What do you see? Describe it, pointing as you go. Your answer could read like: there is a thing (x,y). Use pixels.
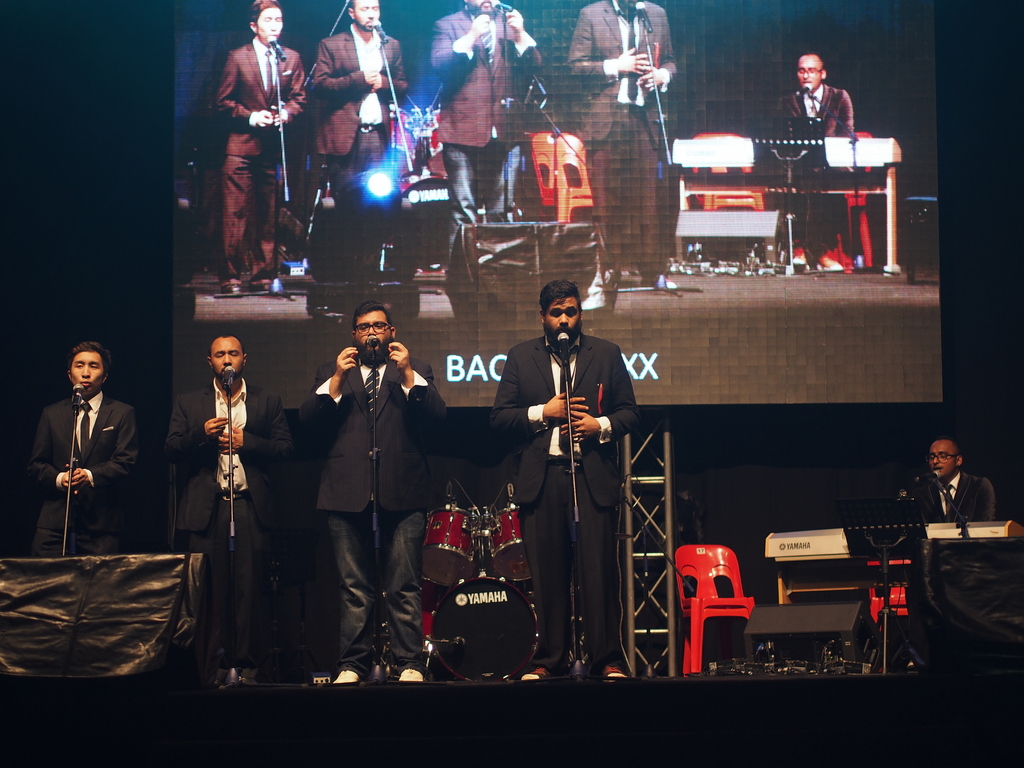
In this image I can see 5 persons (93,351) where one is sitting and four are standing. I can also see all of them are wearing formal dress (68,551) and in the front of them I can see mics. In the background (442,584) I can see a drum set (442,580), a chair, a musical instrument (781,558) and a screen (915,41). I can also see two black colour things (60,559) on the bottom right side (926,554) and on the bottom left side of this image (194,580).
